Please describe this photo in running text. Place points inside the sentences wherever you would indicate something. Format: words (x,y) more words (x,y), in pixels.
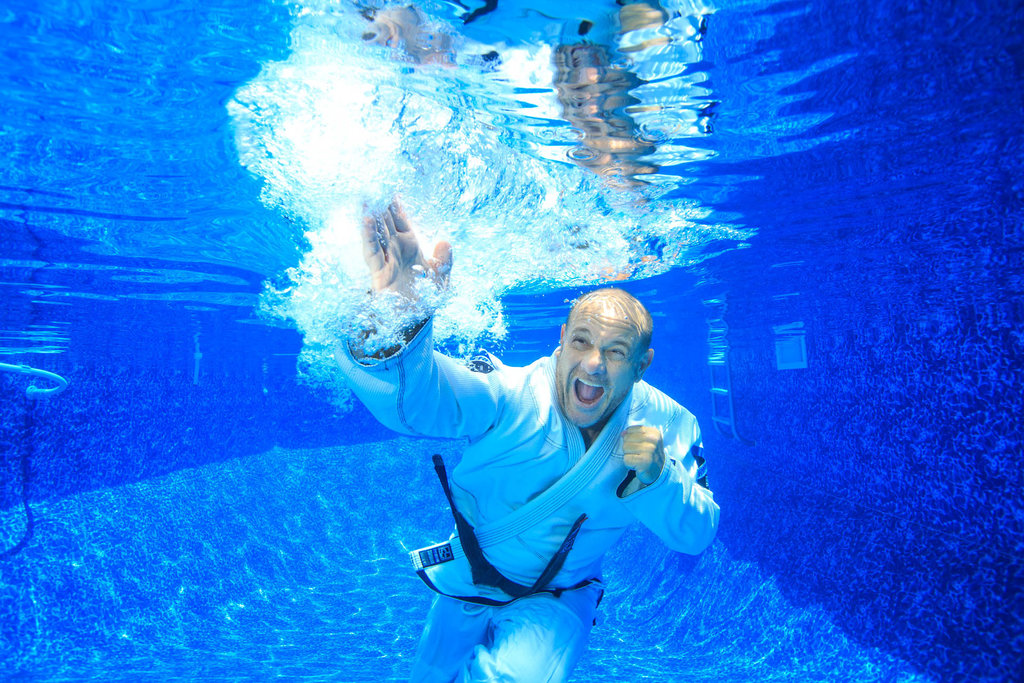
In the picture we can see a man (674,505) practicing the Martial arts inside the water (95,454).
